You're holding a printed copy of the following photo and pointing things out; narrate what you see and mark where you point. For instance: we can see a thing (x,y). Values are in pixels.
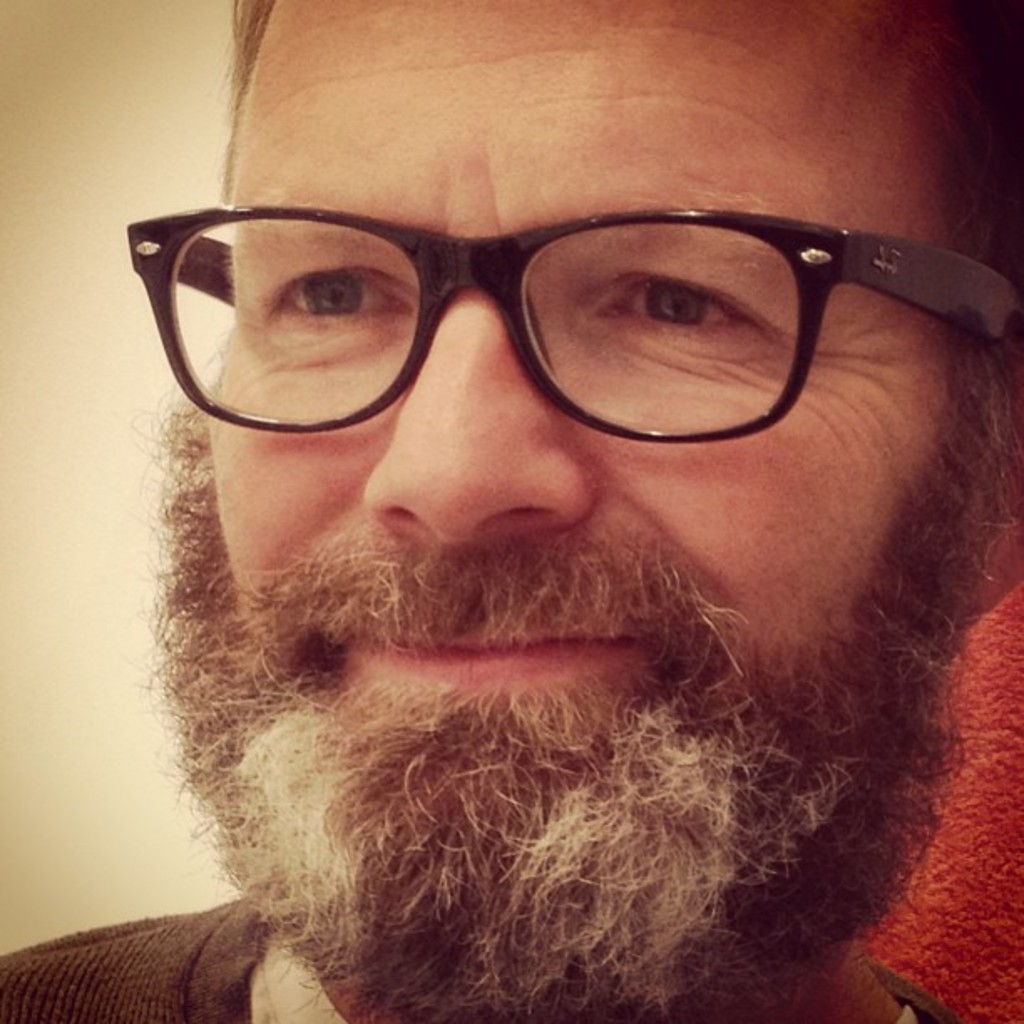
In this picture I can see a man (539,544) is wearing spectacles (352,363).
